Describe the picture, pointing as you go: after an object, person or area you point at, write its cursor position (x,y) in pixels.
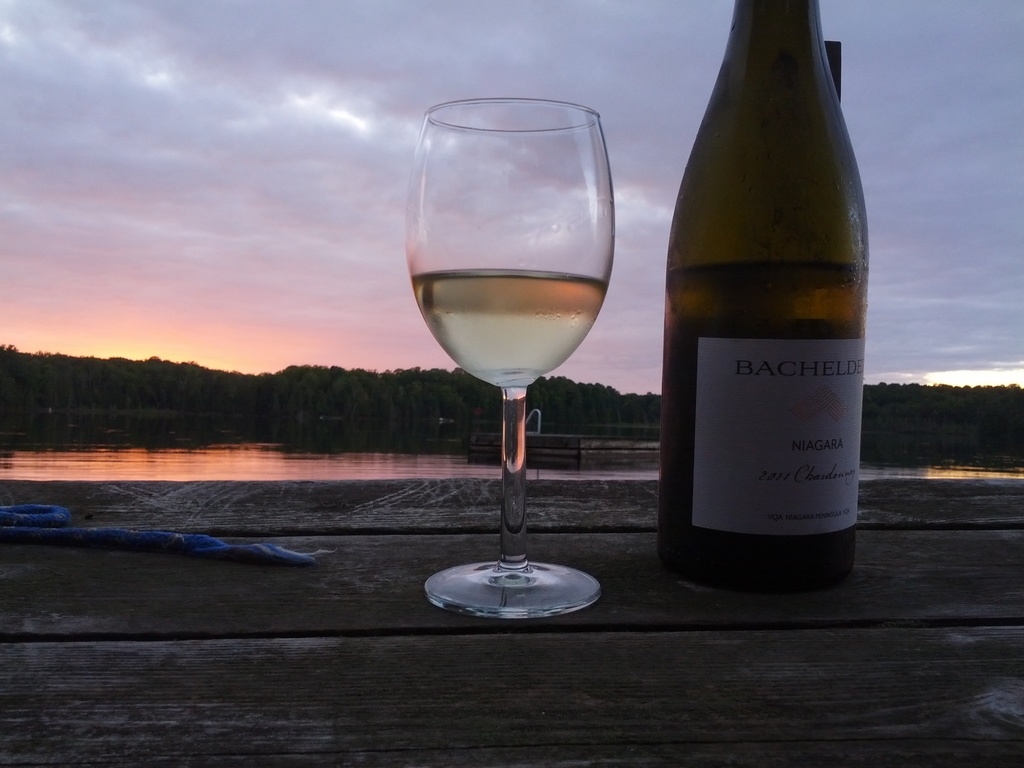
In this picture we can see glass (534,309) with drink (534,309) in it, bottle (796,13) with sticker (784,461) to it placed on a wooden platform (408,590) and in background (256,376) we can see trees (254,388), water (248,424), sky (224,223) with clouds (293,251).
